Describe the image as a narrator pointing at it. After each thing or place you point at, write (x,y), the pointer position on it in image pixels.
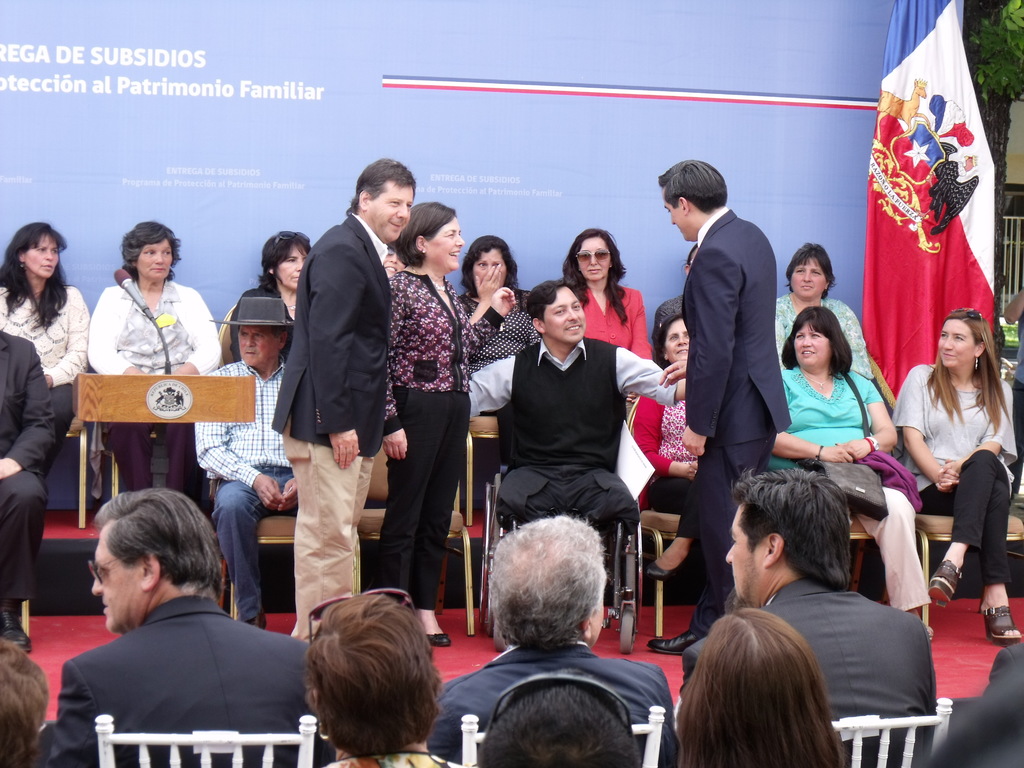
There is a person (523,388) in black color jacket (592,383), sitting on a wheel chair (486,481), which is on the red color carpet (954,629), near other three persons (491,312) who are standing on the stage (645,616). In front of them, there are persons (387,635) sitting on white color chairs (844,737). In the background (18,327), there are persons (92,356) sitting on chairs (471,623) near a blue color hoarding (743,105) and a flag (955,219).
